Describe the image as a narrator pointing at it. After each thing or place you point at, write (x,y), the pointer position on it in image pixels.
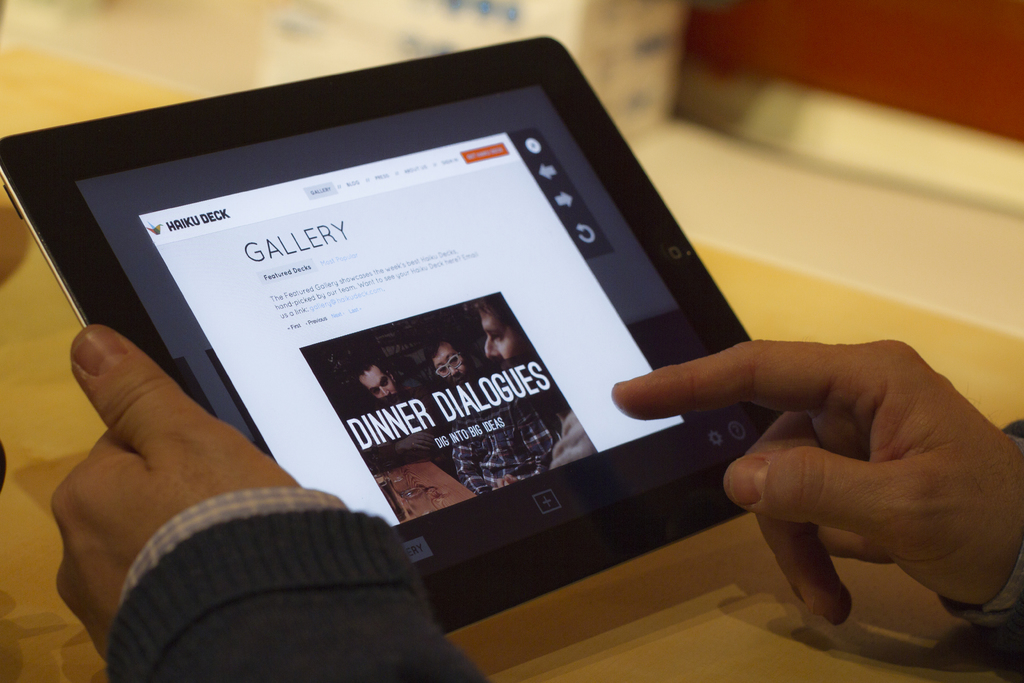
Here in this picture we can see a person's hands (780,483) and he is carrying a tablet (86,252) and handling it and in front of him we can see a table (651,611) present.
